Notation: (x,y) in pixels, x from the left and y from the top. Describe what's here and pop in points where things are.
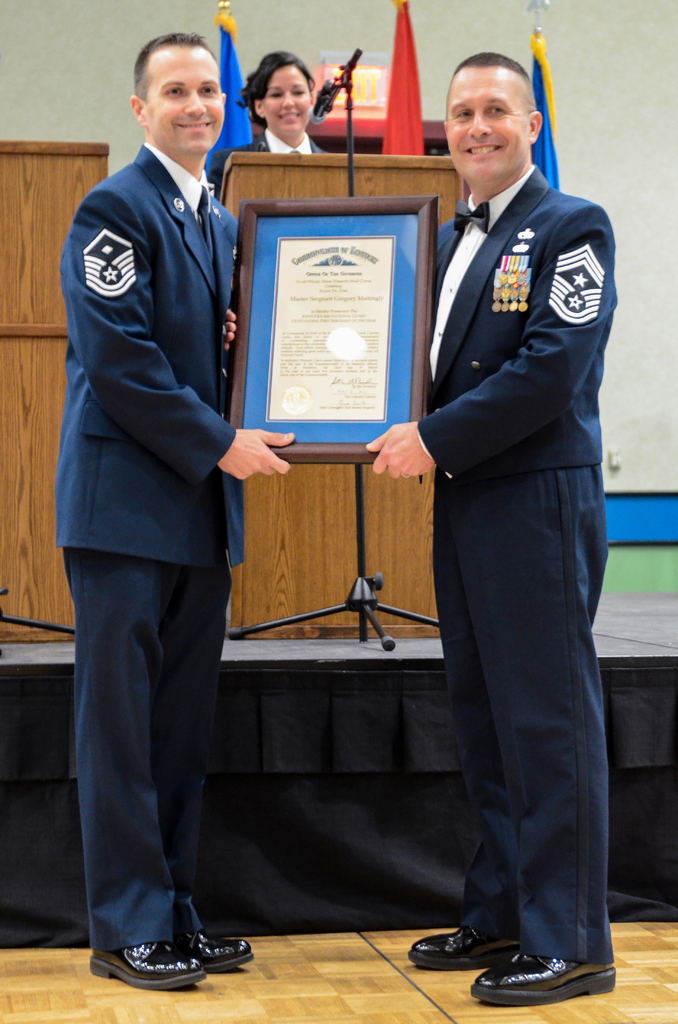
In this picture we can see two men (506,154) and a woman (296,103), they are holding a memento (316,263) in their hands (232,469), in the background (351,79) we can see a microphone (323,97) and few flags (406,116), and we can find they are smiling.
